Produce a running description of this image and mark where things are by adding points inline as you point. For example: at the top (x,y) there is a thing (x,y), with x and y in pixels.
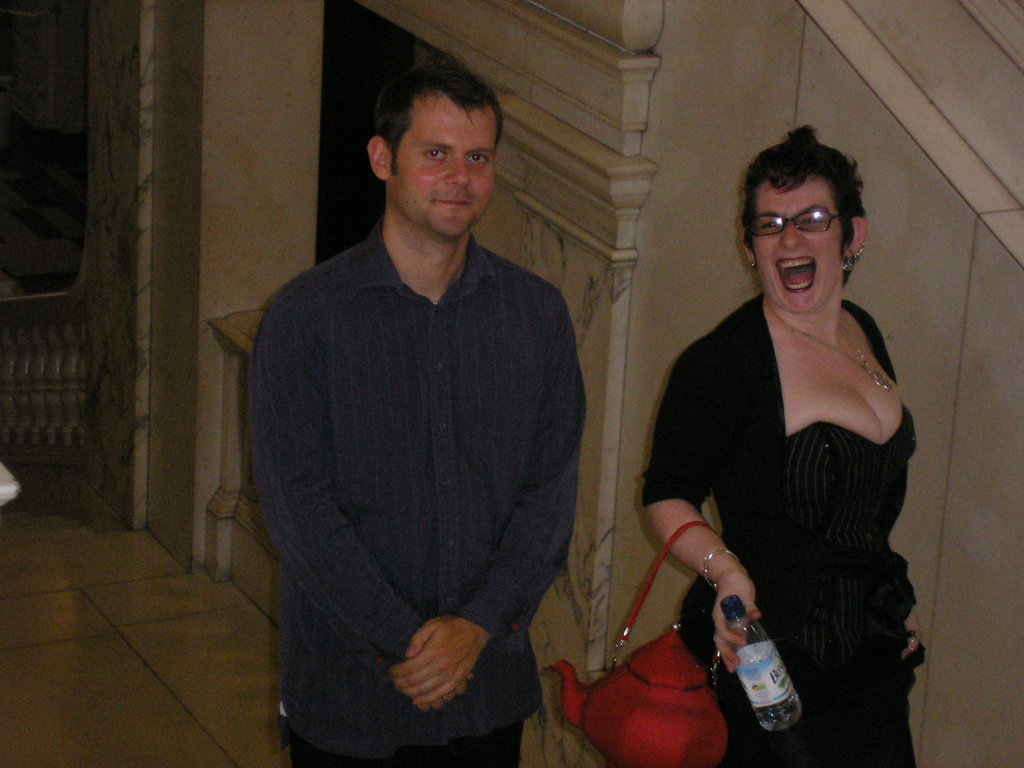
In the center (376,347) we can see two persons (848,341) were standing and they were smiling. The woman (846,516) she is holding hand bag (685,730) and water bottle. In the background (151,191) there is a wall (755,59) and pillar (251,169).
